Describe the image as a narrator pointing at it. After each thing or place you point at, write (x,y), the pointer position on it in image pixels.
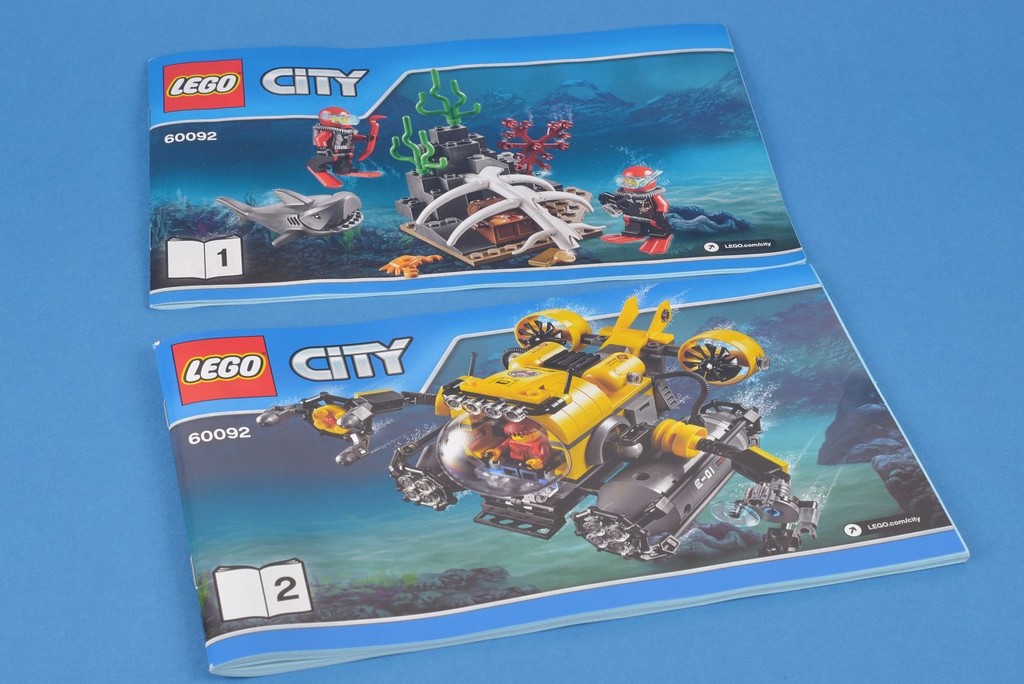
In this image we can see two books (438,278) are placed on the blue color surface (163,641). On the book cover (602,209), we can see some images (458,454) and some text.
